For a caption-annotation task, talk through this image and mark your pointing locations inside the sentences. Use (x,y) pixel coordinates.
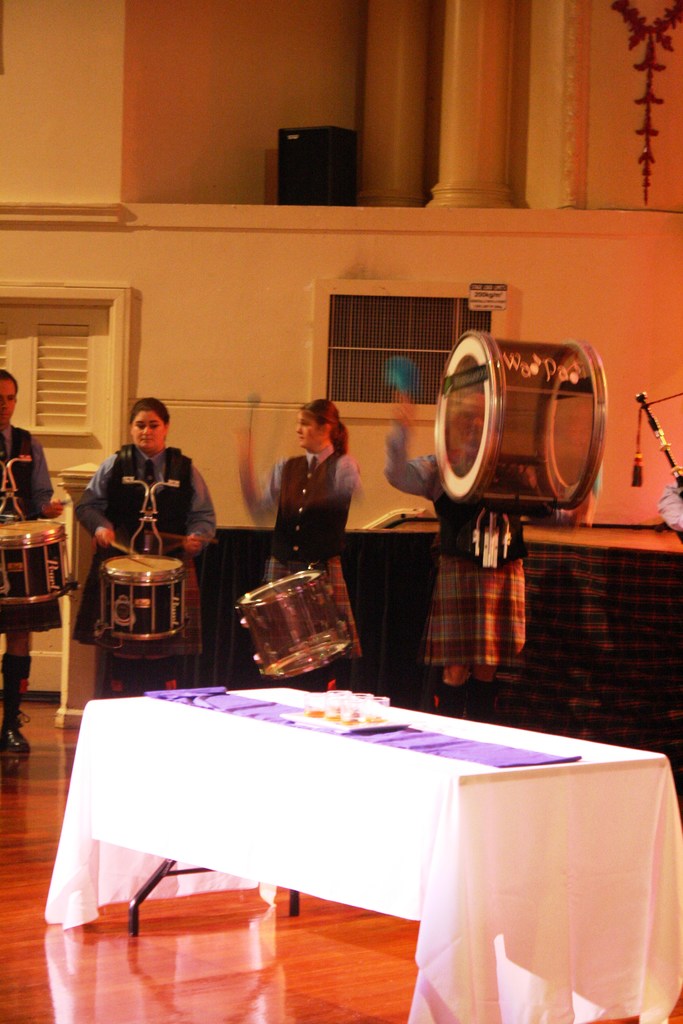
In this image I can see a table (198,751) in the front (240,776) and on it I can see white color table cloth (452,896), purple color cloth (464,750), a plate (330,723), few glasses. In the background (14,606) I can see few people (33,604) are standing and I can see all of them are holding musical instruments (522,365). I can also see a black color thing (299,136) and a door (55,375) in the background (40,415). On the right side of this image (497,301) I can see a board (497,286) on the wall (495,279) and on it I can see something is written on it.
